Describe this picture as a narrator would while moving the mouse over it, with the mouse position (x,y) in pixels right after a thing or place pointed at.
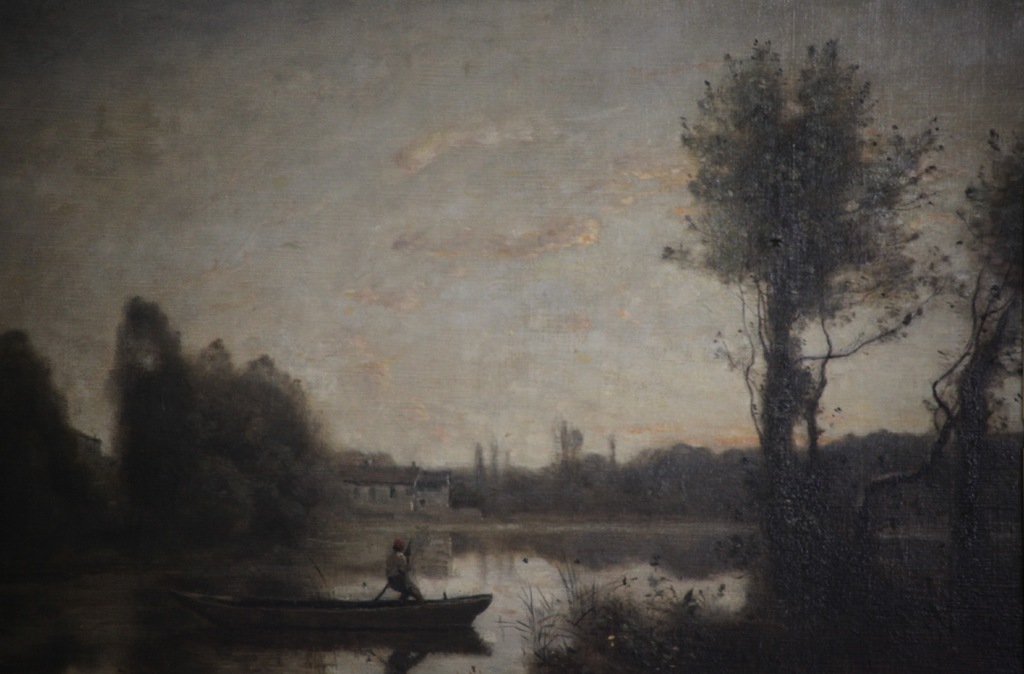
In this image we can see a person (394,561) in the boat (414,627), the lake (621,535) and we can see the surrounding trees (214,459). And we can see the clouds (332,285) in the sky (332,285). And it looks like a painting.
